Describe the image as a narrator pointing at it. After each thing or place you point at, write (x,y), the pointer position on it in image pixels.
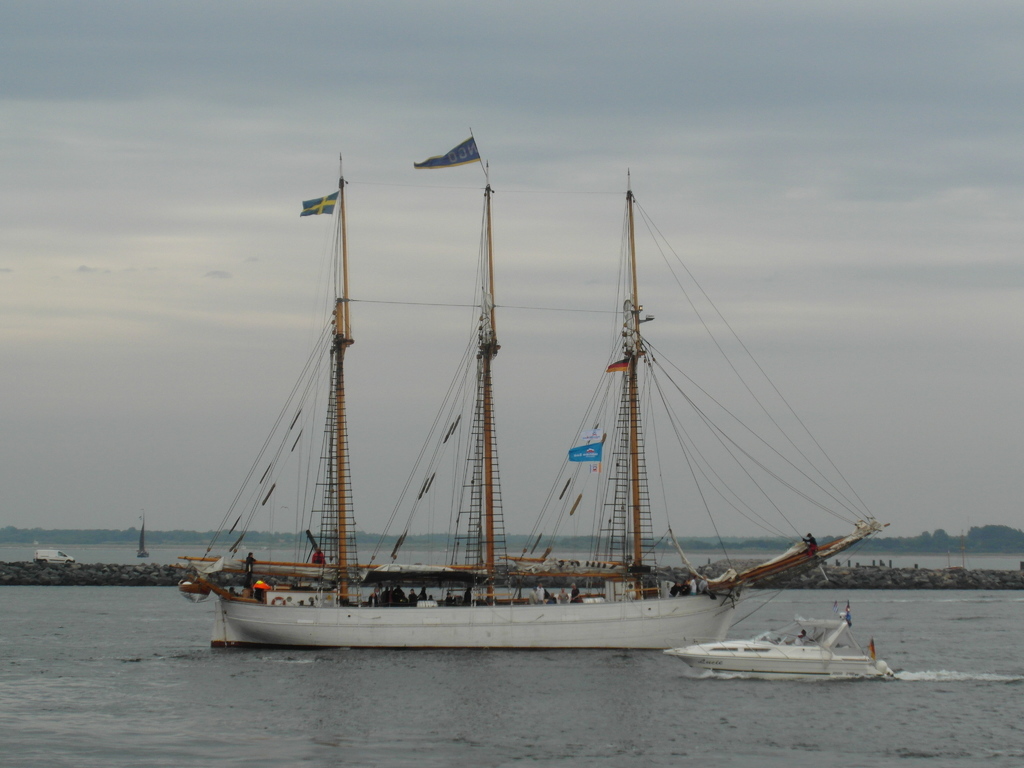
In the background (728,132) we can see the sky (716,211) and trees (928,541). In this picture we can see ship (534,640), boat (790,636), poles (473,130), flags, people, vehicle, water (956,608) and few objects (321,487).
